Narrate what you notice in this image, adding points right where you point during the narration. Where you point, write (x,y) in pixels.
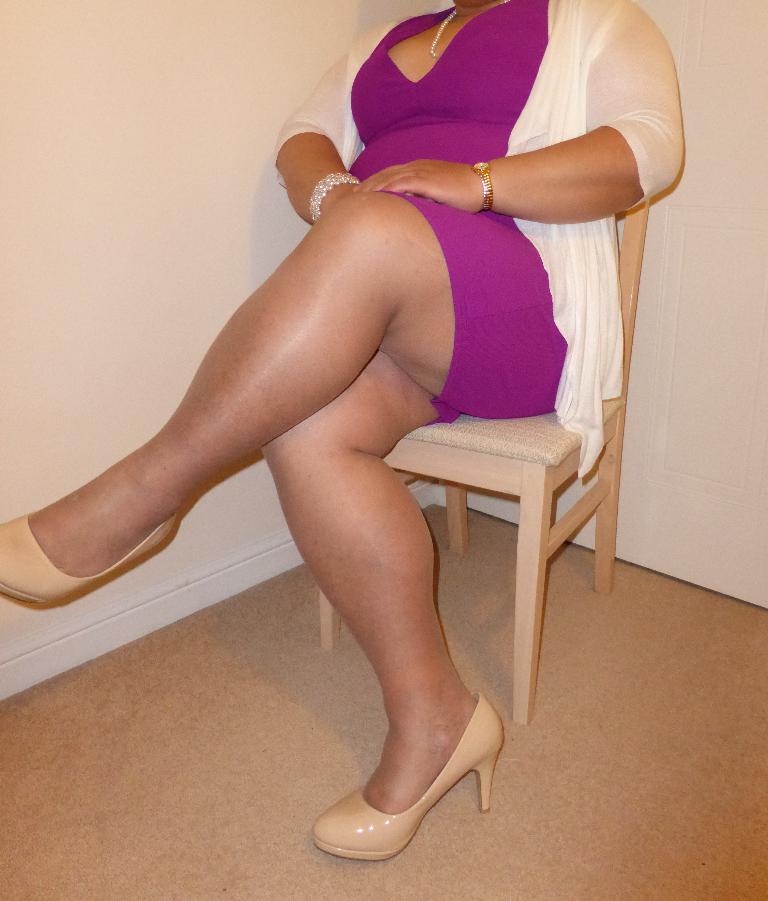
In this image there is a woman (357,262) sitting on the chair (608,531). In the background (83,58) there is a wall (83,43).
